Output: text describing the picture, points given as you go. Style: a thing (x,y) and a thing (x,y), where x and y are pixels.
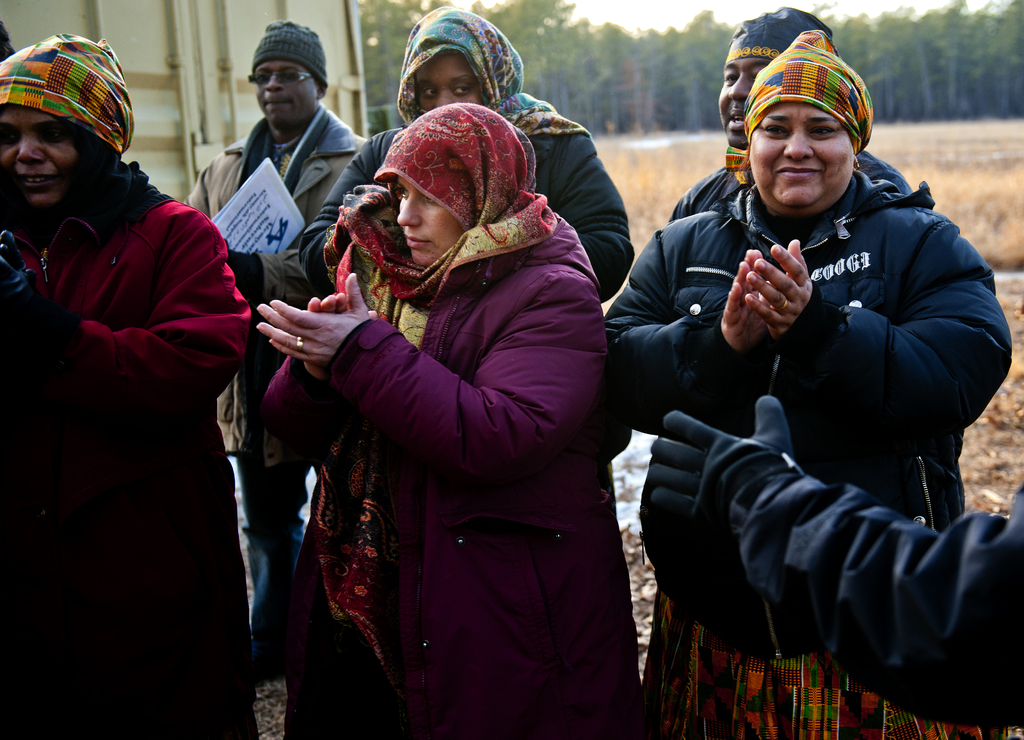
In this picture I see few people (771,163) in front (860,400) and in the background (656,189) I see the grass (661,148) and the trees (933,104) and I see a container (268,17) behind these people (48,80).
